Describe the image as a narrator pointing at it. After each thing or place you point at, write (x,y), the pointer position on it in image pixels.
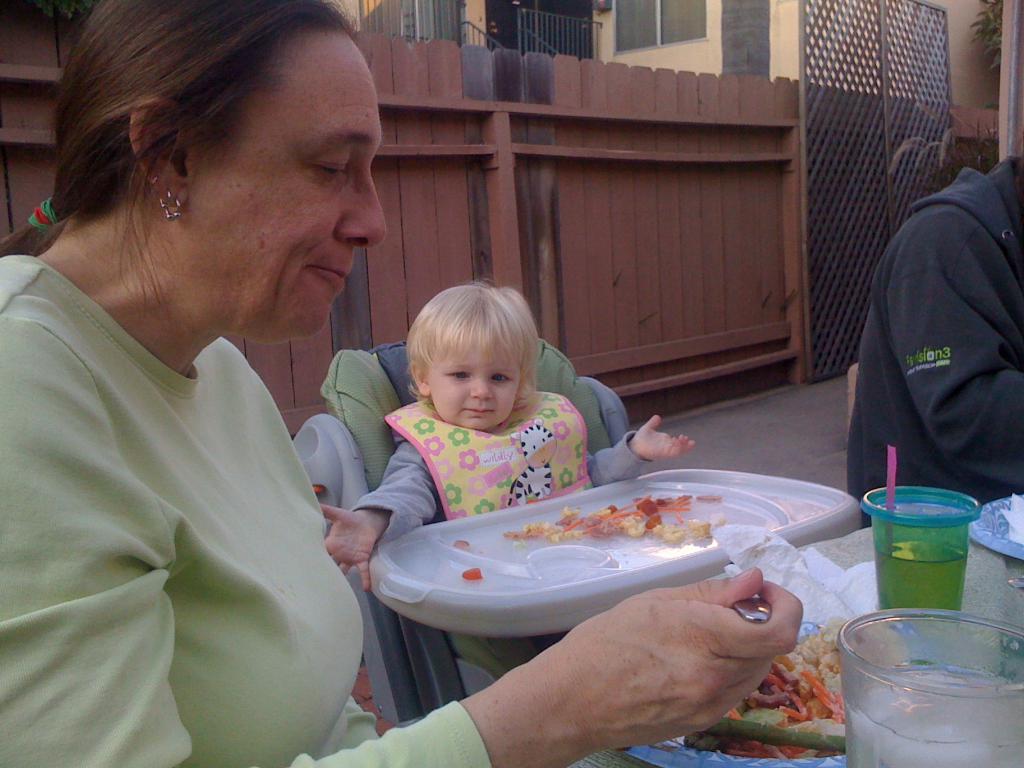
In this image I can see a woman (138,450) wearing green colored dress (162,478) is holding a spoon (749,610) in her hand (702,585). I can see a child (515,439) and another person (902,372) sitting. I can see a table (974,601) in front of them and on the table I can see few plates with food items (811,693) in them and few glasses (949,712). In the background (681,288) I can see the wooden railing (638,239) and few buildings (574,46).
